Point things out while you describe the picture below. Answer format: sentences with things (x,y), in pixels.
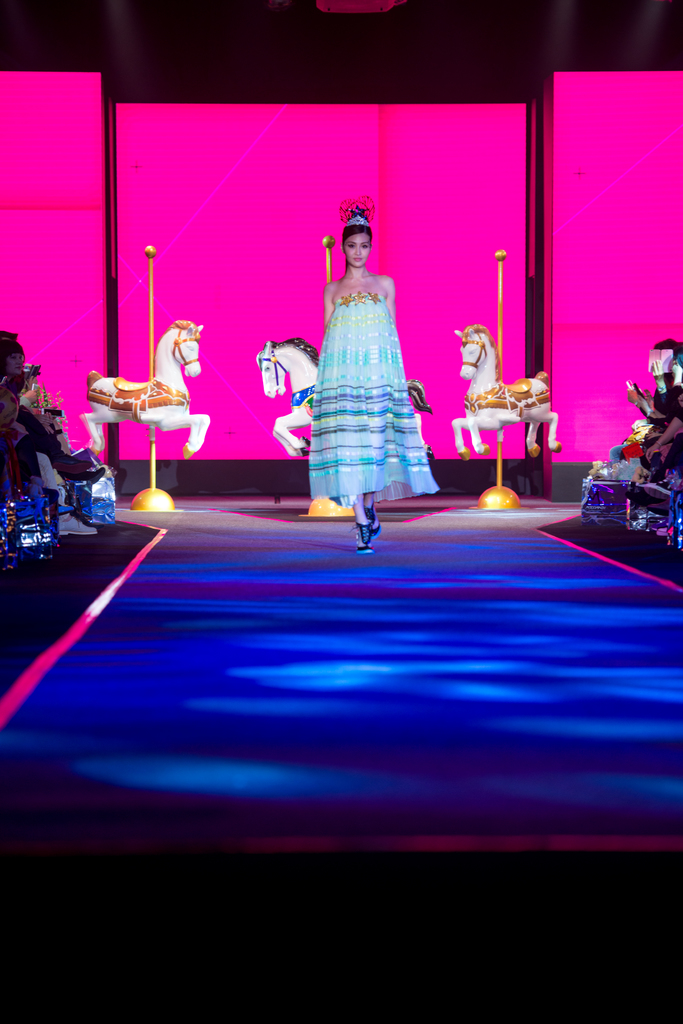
In this picture we can see a woman (367,212) walking on the floor (388,625) and in the background (157,413) we can see toy horses (170,353) and some people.
